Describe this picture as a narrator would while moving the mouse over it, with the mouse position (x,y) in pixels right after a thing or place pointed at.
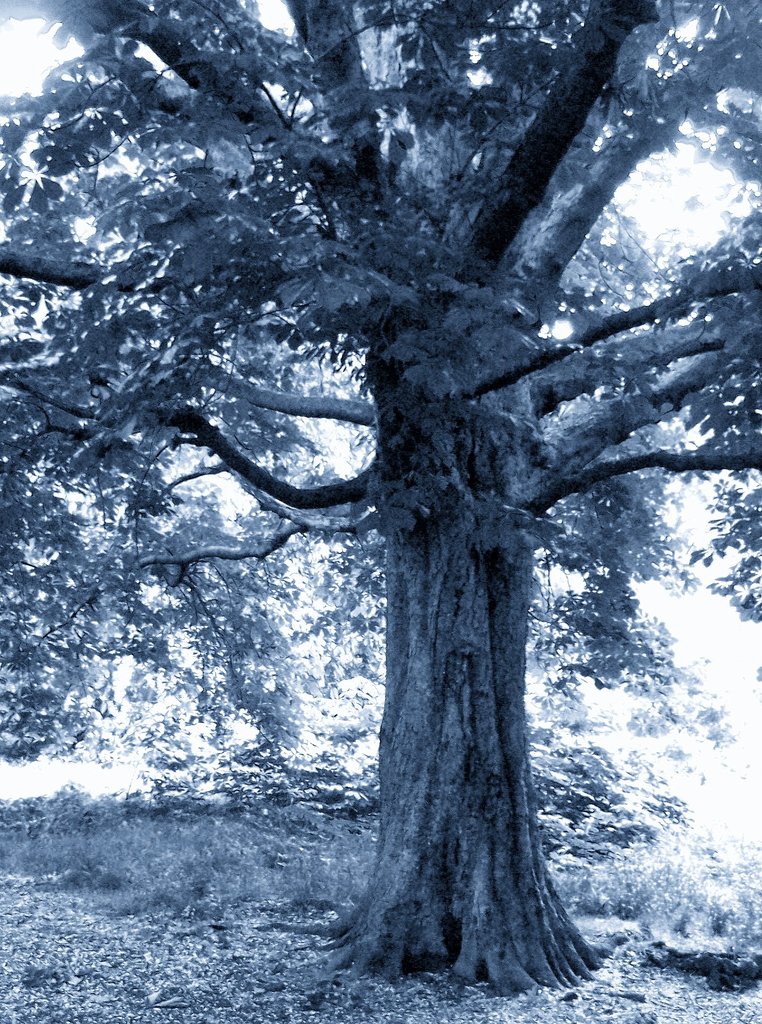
This picture is clicked outside the city. In the foreground (233,976) we can see the grass (176,898) and the leaves (450,996). In the center (294,546) there is a tree (335,402) and the sky (66,60).
